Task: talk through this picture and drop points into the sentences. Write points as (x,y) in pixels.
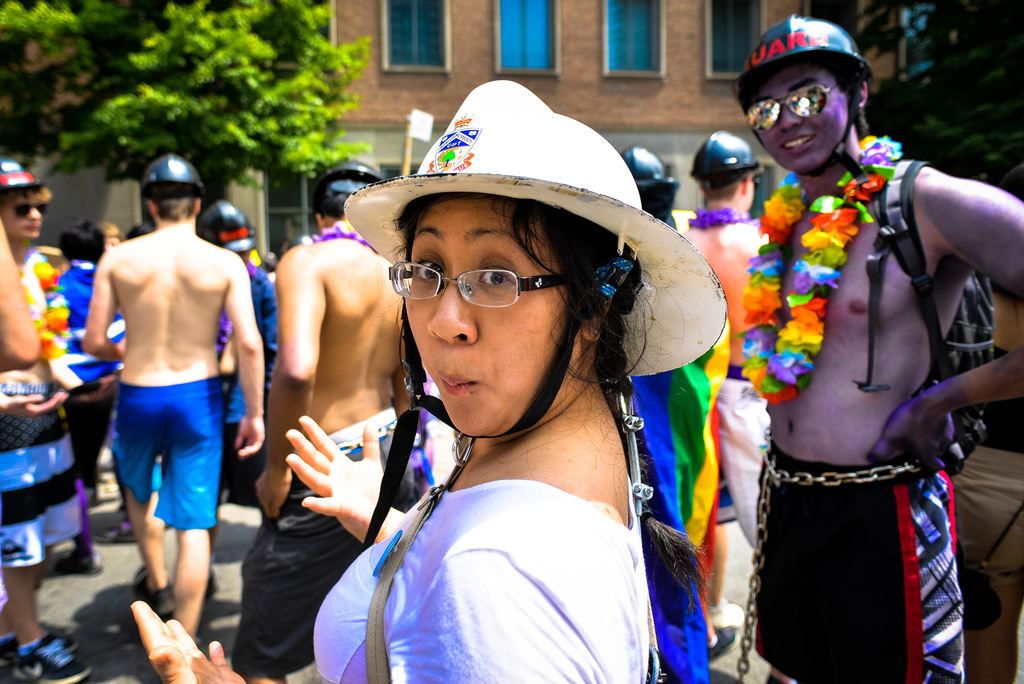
In this picture I can see few people (353,321) standing and they wore caps (508,149) on their heads (468,204) and few of them wore sunglasses (785,117) and a woman (497,335) wore spectacles (394,273) and I can see buildings (640,126) and trees (277,108) and couple of them wore garlands (876,183).
